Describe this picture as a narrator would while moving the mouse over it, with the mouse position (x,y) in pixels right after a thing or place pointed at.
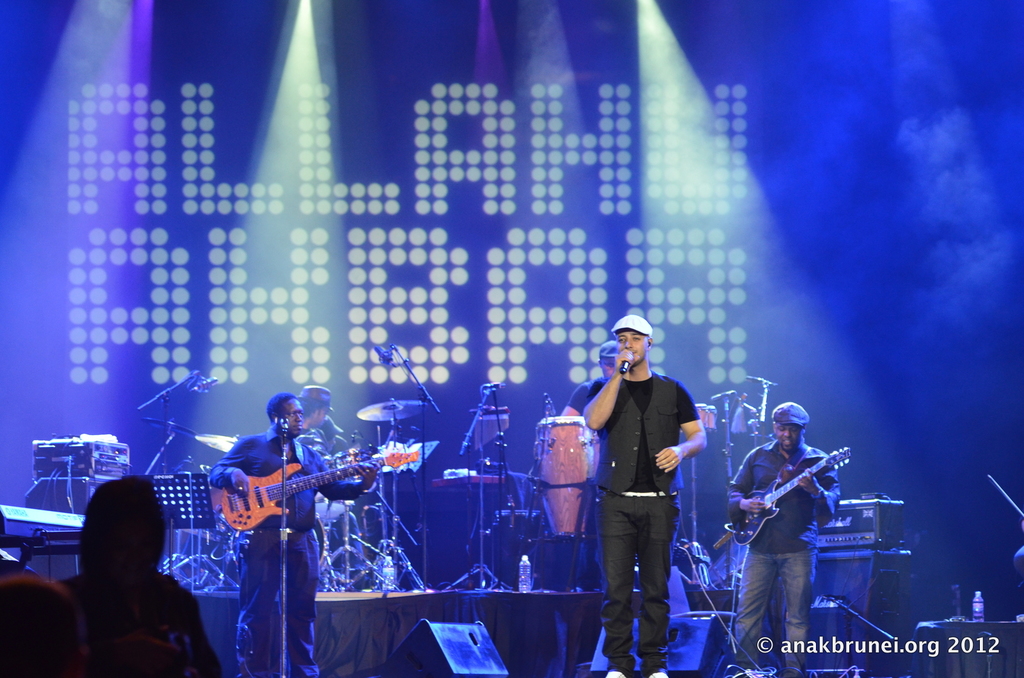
In the picture we can find some persons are standing, two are holding a guitars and one person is singing. In the front of them they are some persons (158,670) sitting on the chairs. In the background (76,129) we can find a wall (793,182) with the wordings 'Allahu Akbar' (722,280). And some lights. And we can also find some musical instruments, drums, stand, sticks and some music boxes (91,470).
